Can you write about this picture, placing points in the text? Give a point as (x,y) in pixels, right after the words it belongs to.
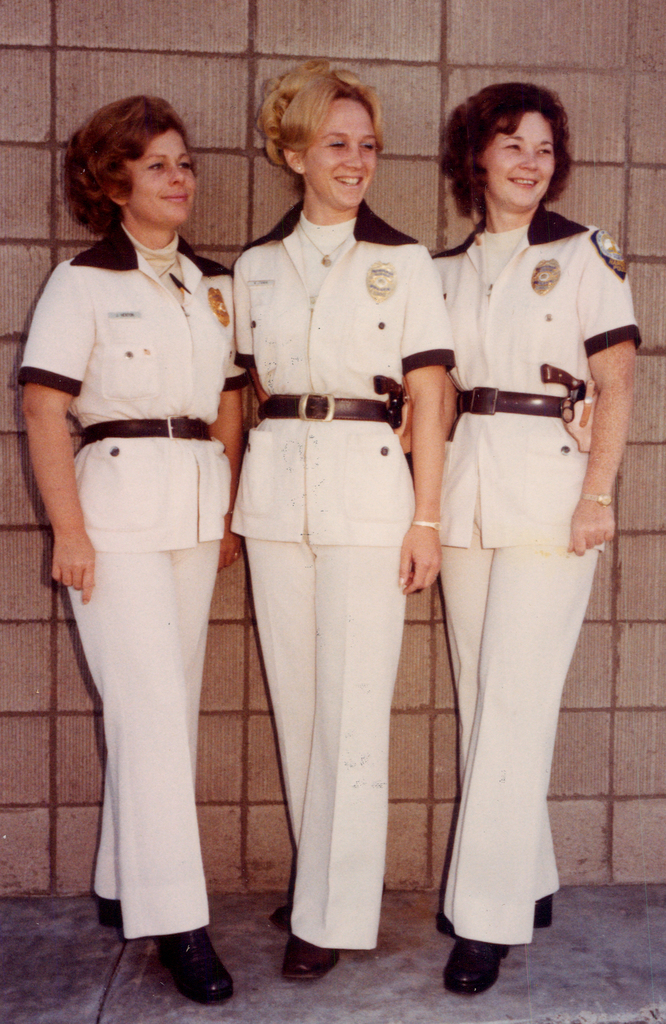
In the center of the image (324,510) we can see three ladies (386,451) are standing. At the top of the image (191,66) wall (402,206) is there. At the bottom of the image (361,950) floor (411,943) is present.
